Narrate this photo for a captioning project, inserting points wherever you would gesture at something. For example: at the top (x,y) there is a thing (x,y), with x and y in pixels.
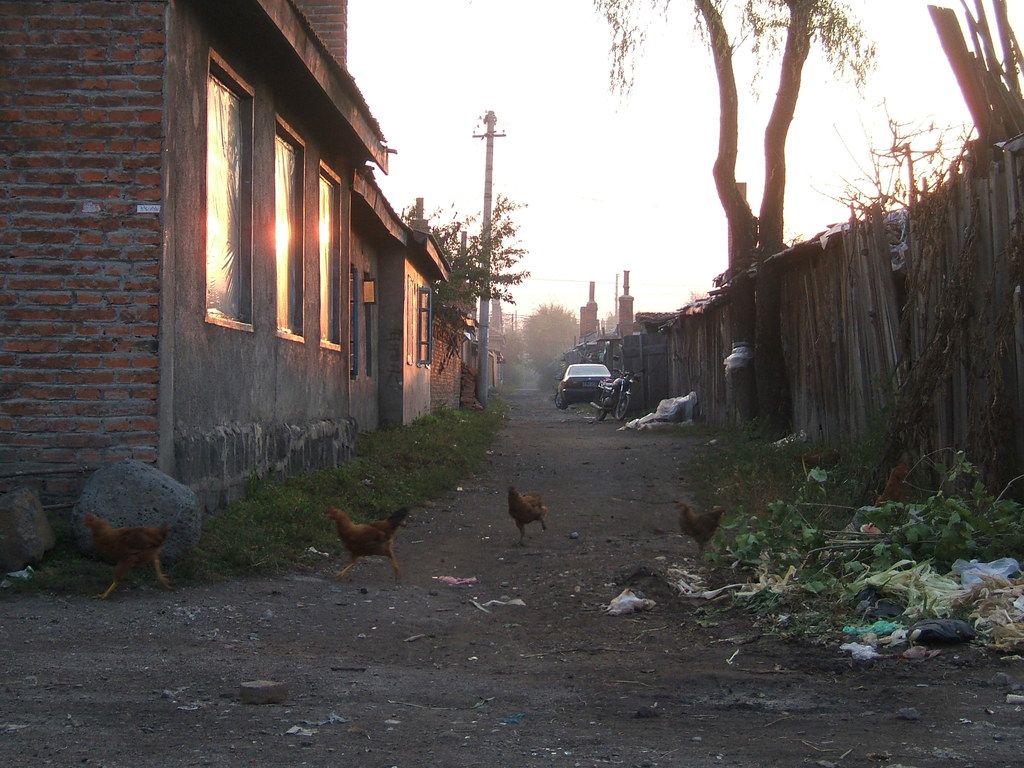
In this picture, there is a lane (569,577) in the center (557,487). Towards the left (204,438), there are buildings (452,337) and poles (486,349). Towards the right (890,404), there is a wall (886,392) and trees (786,405). On the lane (611,423), there is a car (580,393) and a motorbike (606,387) in the center (577,380). At the bottom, there are hens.
